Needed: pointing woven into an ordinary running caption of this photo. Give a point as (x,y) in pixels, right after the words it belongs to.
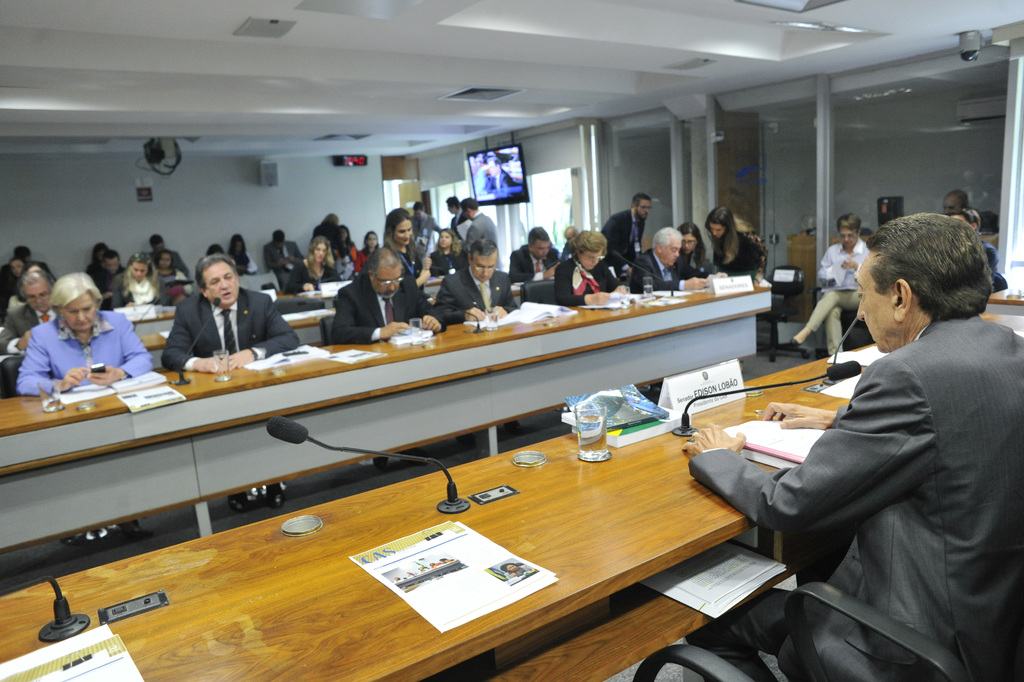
In this image there are people (699,438) sitting on chairs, in the middle (580,348) there are tables (459,422), on that tables (705,331) there are mike's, papers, and glasses (57,406), in the background (60,270) there is a wall (310,175), at the top (244,137) there is a ceiling (178,21) and a monitor (502,172).
